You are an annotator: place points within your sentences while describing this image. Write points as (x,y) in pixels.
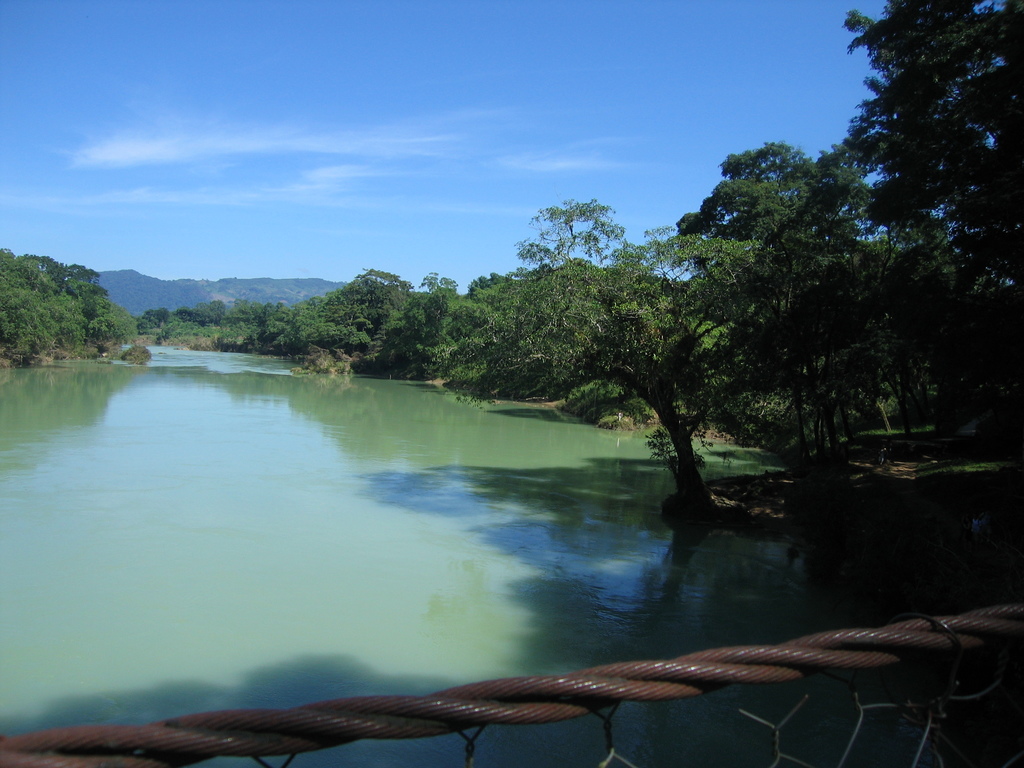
In this image I can see the railing (607,741). To the side of the railing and I can see the water (342,437) and trees (408,322). I can see the water (315,506) in green color. In the background (295,289) there are mountains (140,308), clouds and the sky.
